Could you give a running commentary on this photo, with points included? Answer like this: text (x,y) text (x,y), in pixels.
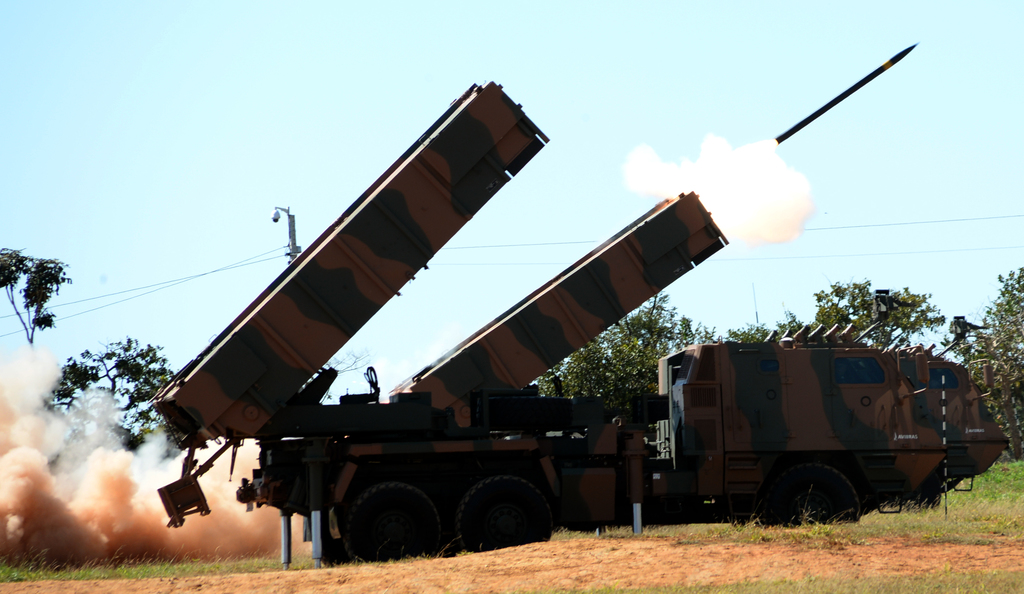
In the foreground of this image (553,406), there is an artillery tractor (615,471) on the ground (613,559). We can also see smoke (94,478), trees (151,375), pole (291,247), cables (147,288), sky (255,96) and a bullet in the air (877,26).
